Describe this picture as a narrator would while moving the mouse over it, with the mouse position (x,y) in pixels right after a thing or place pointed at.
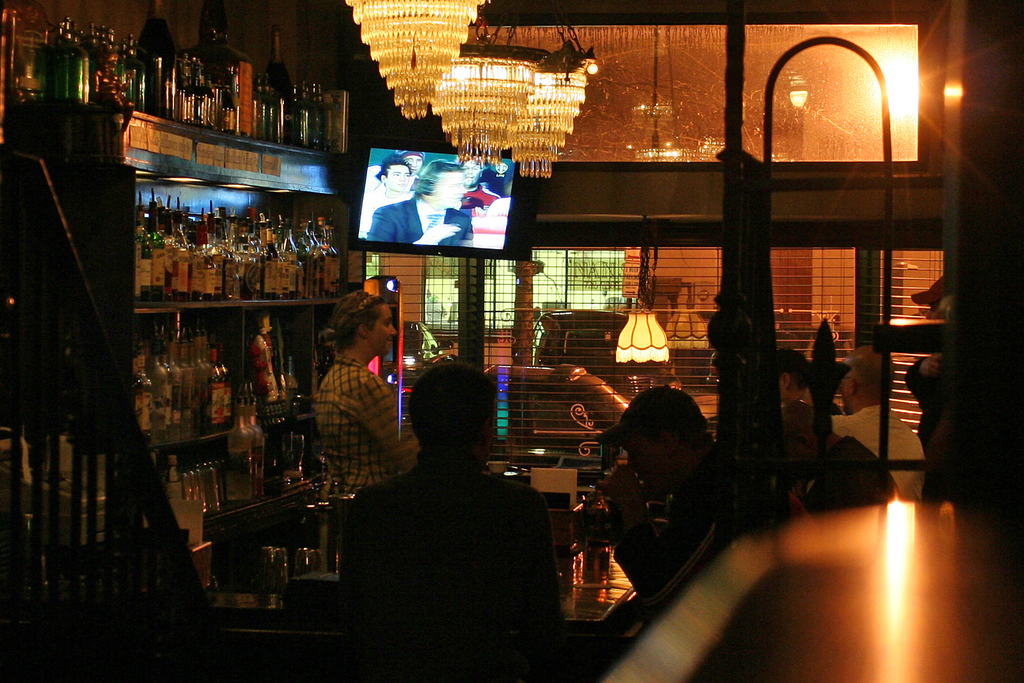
In this image I can see few persons (506,507) are sitting on the chairs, a person (372,423) standing, the railing (17,394), few racks (220,434) with number of bottles (185,386) in them, few chandeliers (504,116), a television screen (446,176) and through the windows (580,308) I can see few vehicles (587,383), few buildings (659,285) and few lights (905,82).
